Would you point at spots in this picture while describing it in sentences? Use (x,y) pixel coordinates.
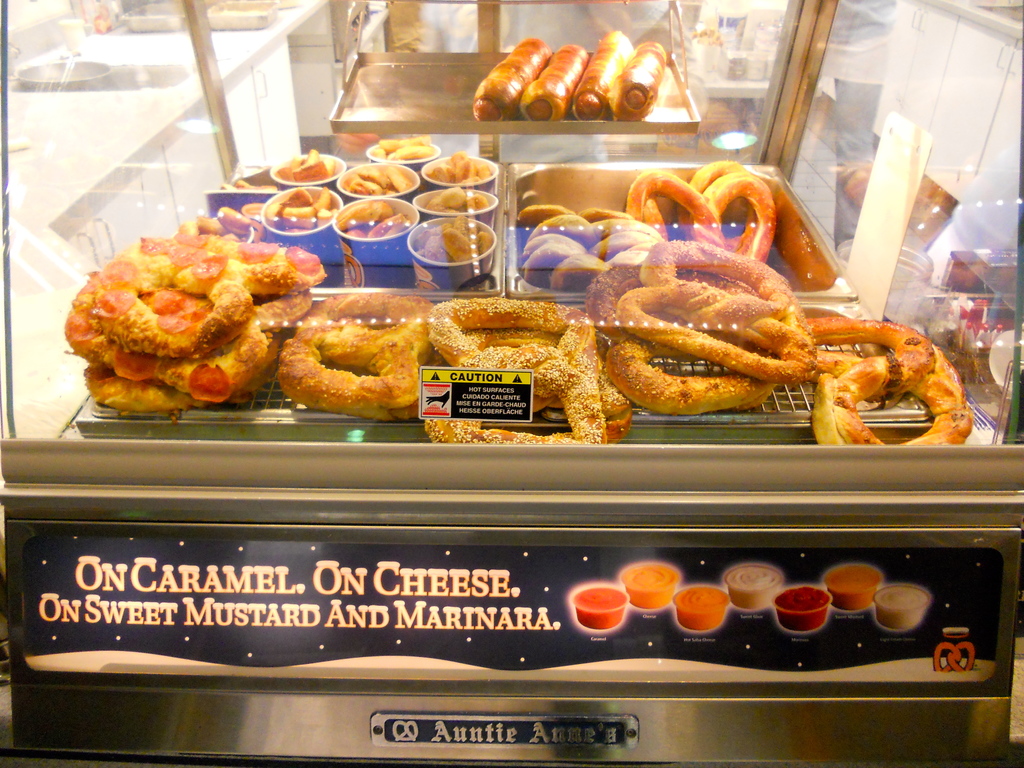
In this picture there is a glass container (12,369) in the image, in which there are pretzels (183,270) and rolls (639,261).
